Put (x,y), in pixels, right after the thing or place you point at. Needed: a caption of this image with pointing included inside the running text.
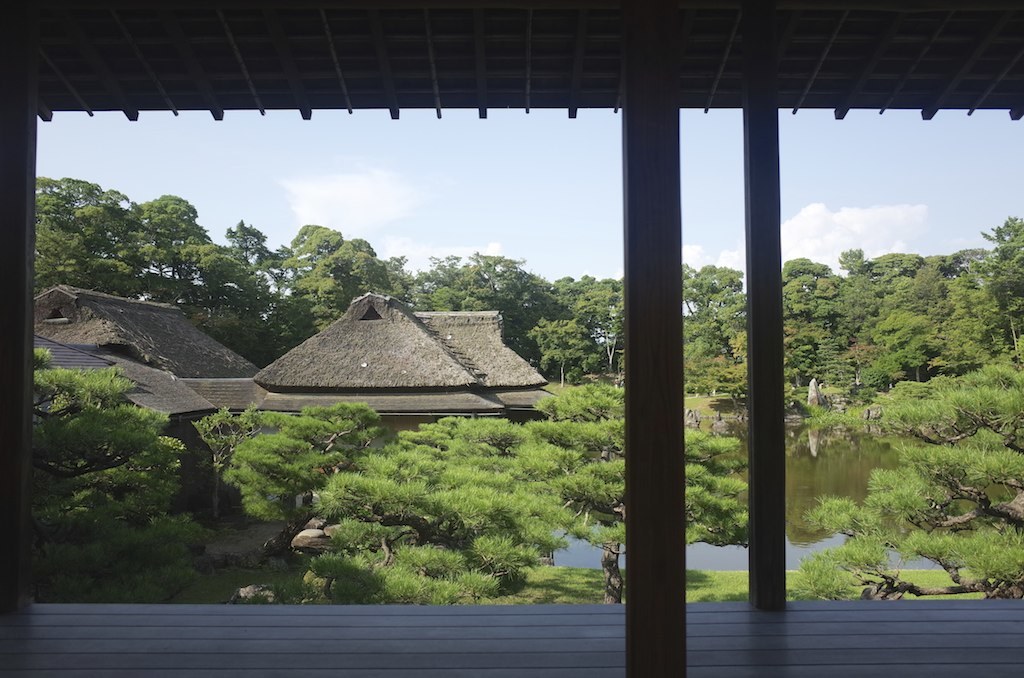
In this image I can see few trees (322,563) in green color, few houses (463,352) and I can also see the water (802,489). Background the sky (516,195) is in blue color.
